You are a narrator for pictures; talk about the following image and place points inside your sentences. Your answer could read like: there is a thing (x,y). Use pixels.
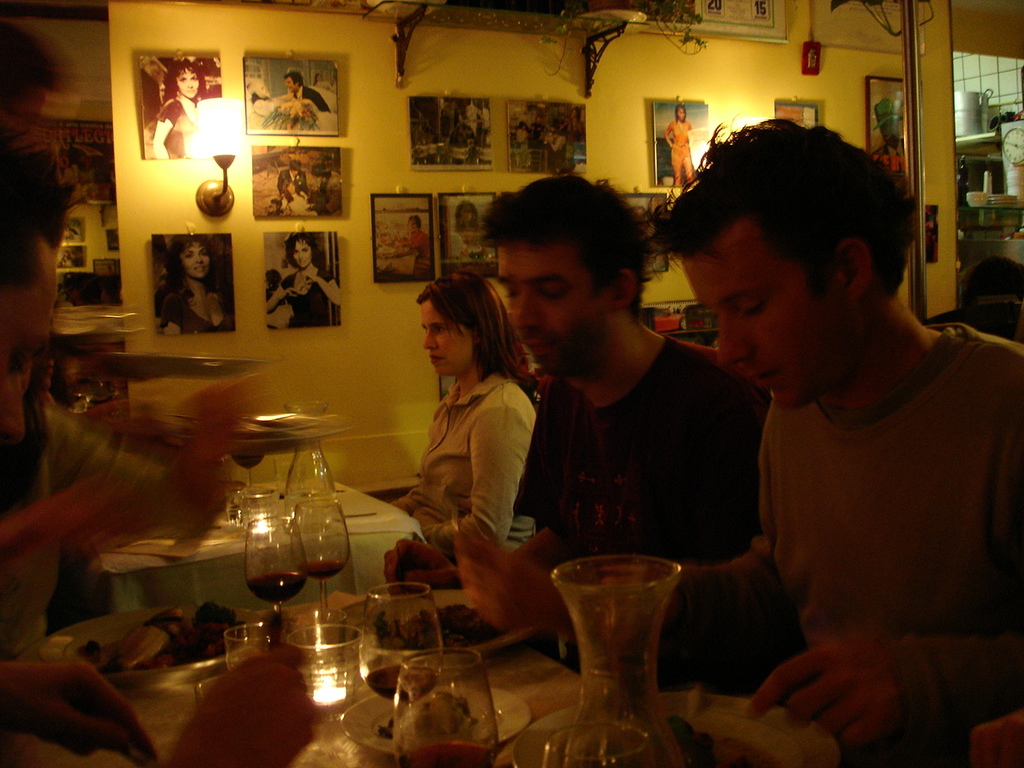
In this image, group of people (853,504) are sat. In the left side (340,584), we can see there is a white table (532,673), few items (340,678) are placed on it. And the background (964,115), we can see some items (977,130), clock (1018,152), few photo frames (533,138) are hanging on the wall (391,331) and here light (222,147), rod (909,99) on the right side (907,83).
